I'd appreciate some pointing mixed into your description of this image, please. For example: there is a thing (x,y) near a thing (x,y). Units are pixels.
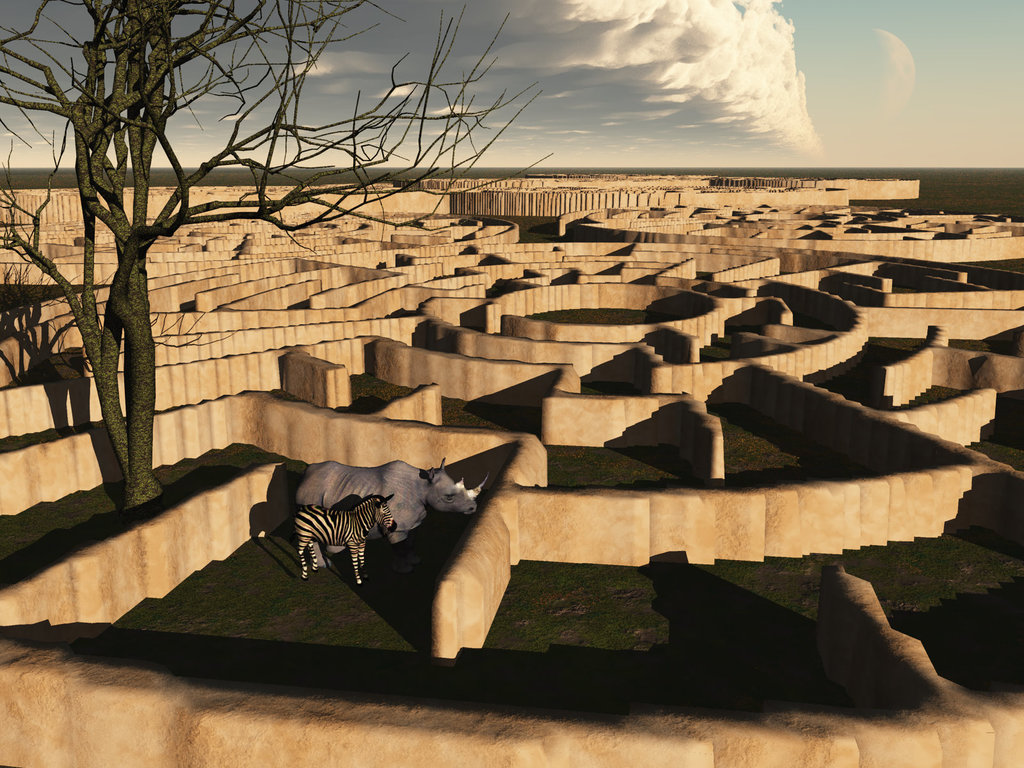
This is an animated image, in this image there is a zebra (310,531) and a rhino (374,482) inside the wall structures (592,396) and on the left side (164,224) there is a tree (189,213), in the background (314,151) there is the sky (900,147).
